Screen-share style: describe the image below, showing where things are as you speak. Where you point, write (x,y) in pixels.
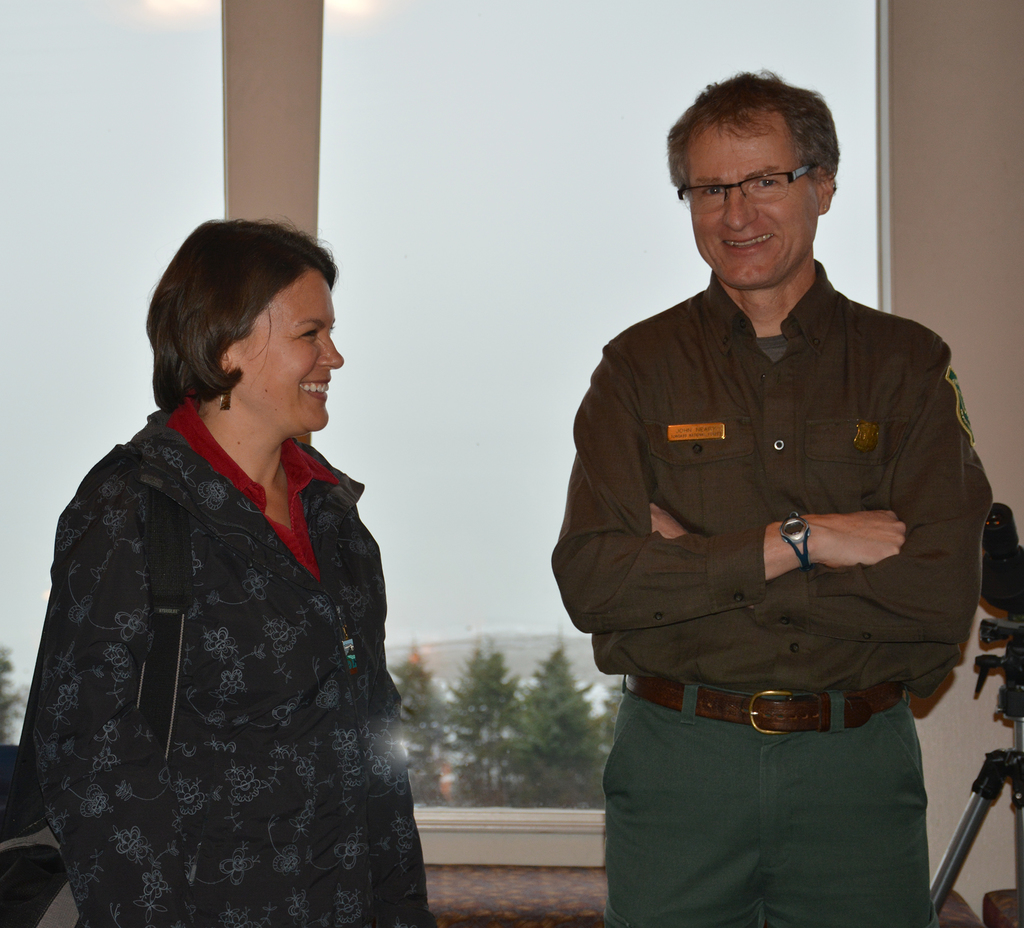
In this image there are two people (764,688). The man (801,771) standing on the right (759,676) is smiling and wearing glasses (711,202), next to him there is a lady (192,723) standing. We can see a stand (983,805). In the background (995,211) there is a wall (943,235) and a window (487,572). We can see trees (534,731) through the window (557,722).
